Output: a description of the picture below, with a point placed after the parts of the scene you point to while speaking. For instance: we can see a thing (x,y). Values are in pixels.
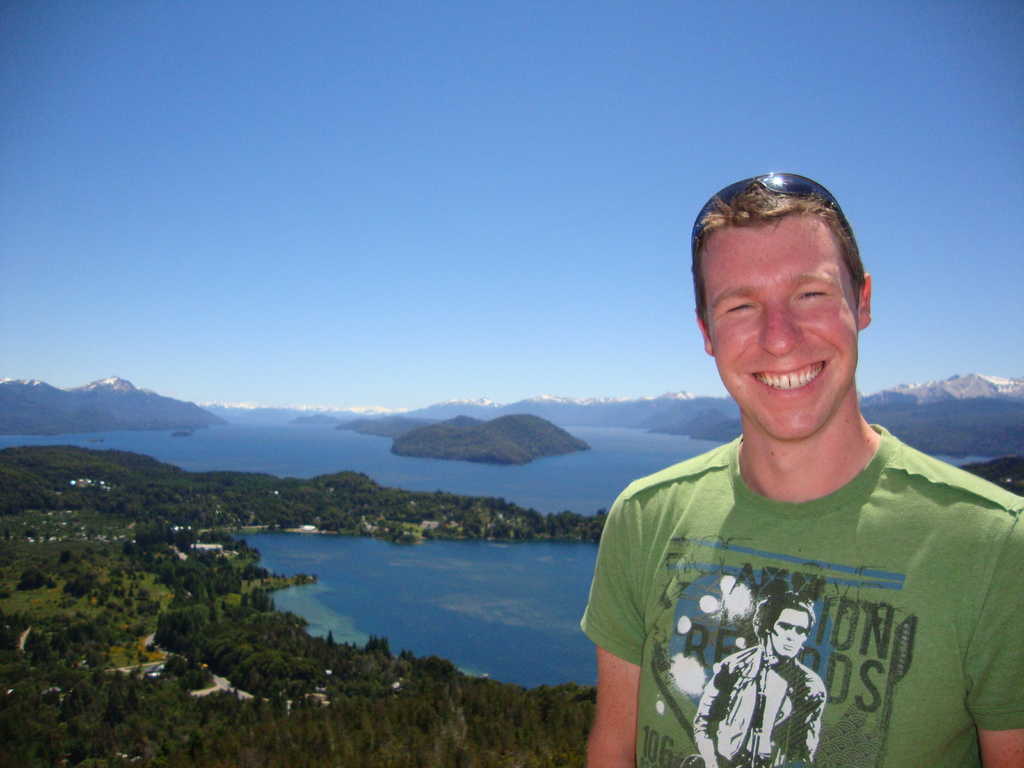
In this image we can see person (724,662), trees (297,515), hills (342,515), water (379,457), mountains (436,406) and sky (445,112).
